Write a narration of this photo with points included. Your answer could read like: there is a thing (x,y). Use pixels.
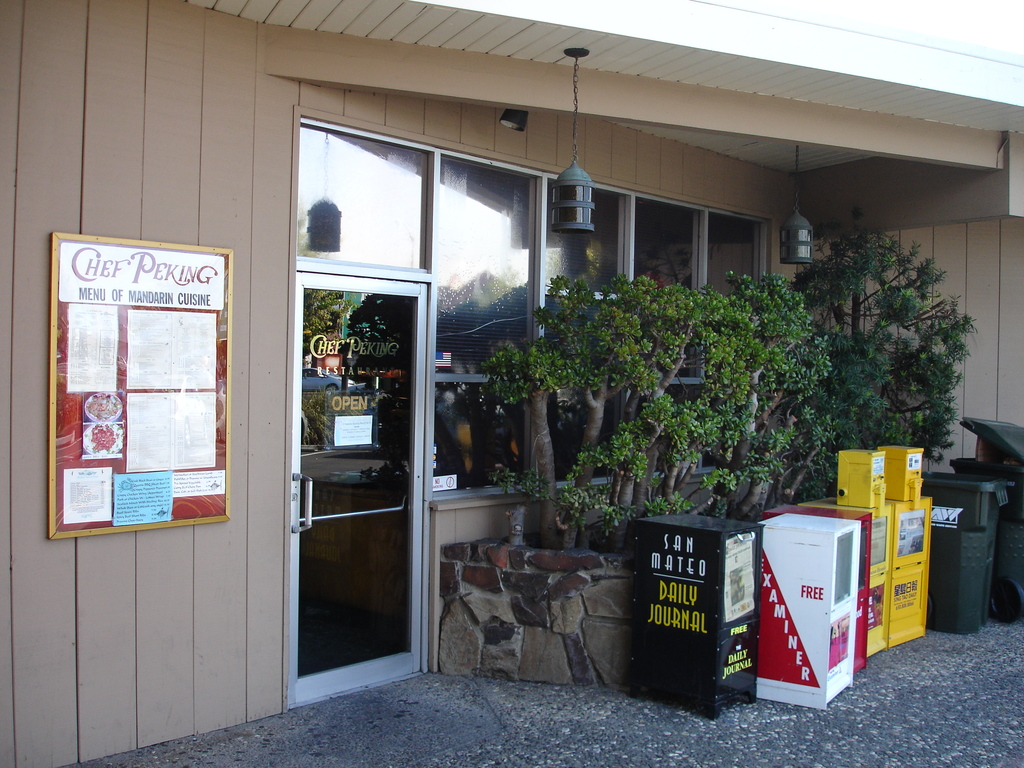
In this picture there is a building (509,233). In front of the door (313,586) I can see some boxes (769,529). On the right (974,528) I can see the dustbins (964,479), beside that I can see the plants (799,407) which are placed near to the windows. At the top (588,210) there is a light (592,196) hanging from the roof (651,64). On the left (114,331) there is a poster (93,337) which is placed on the wooden wall (24,681). In the top right corner (865,19) I can see the sky (861,4).
